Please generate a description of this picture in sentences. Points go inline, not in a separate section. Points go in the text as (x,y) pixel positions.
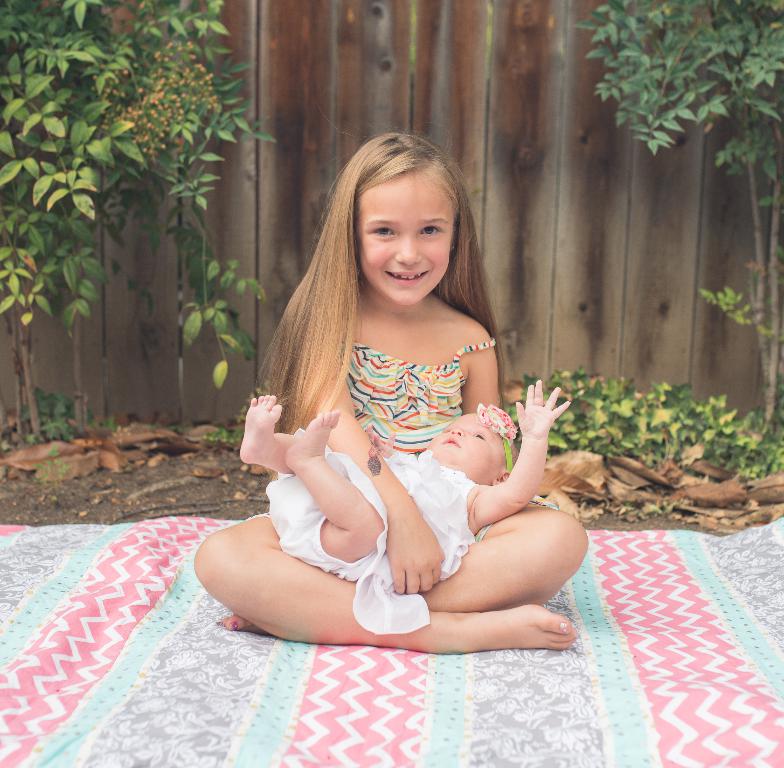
In the center of the image (360,279) there is a girl (201,548) holding a baby (431,511). At the bottom of the image (486,653) we can see bed sheet (477,720). In the background (531,3) we can see trees (135,56), plants (689,415) and wooden wall (538,105).
